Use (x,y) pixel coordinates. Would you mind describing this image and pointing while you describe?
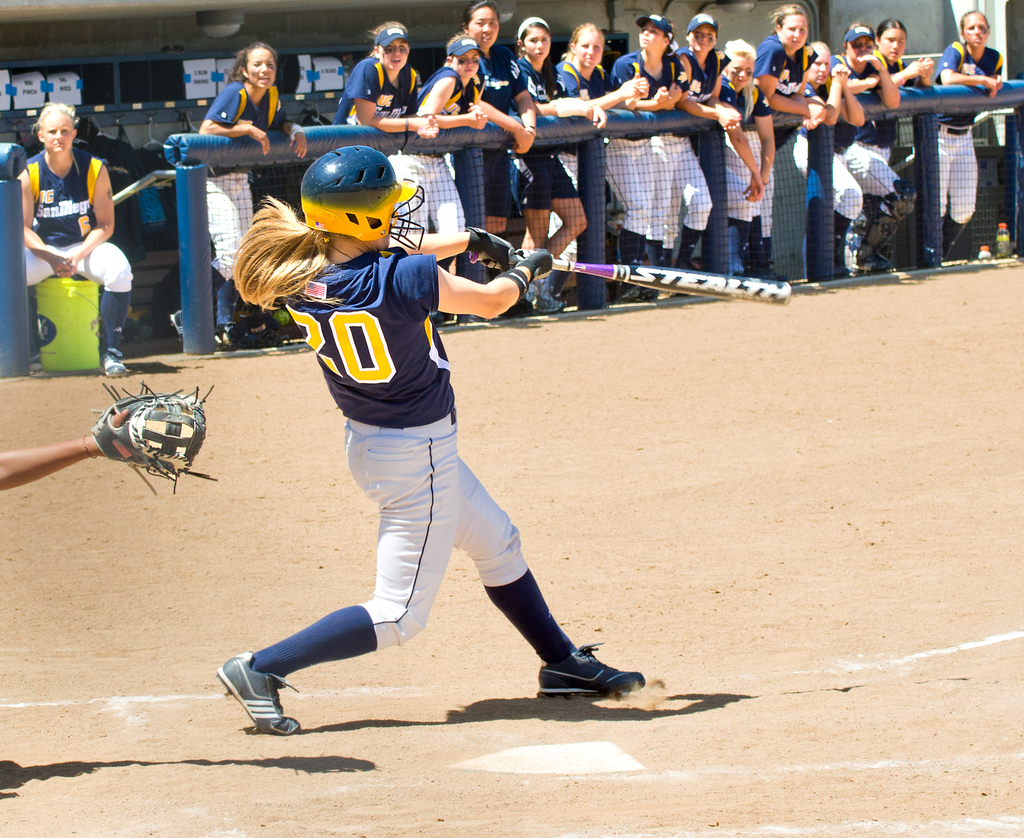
Here we can see a person (406,515) holding a bat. In the background (283,328) we can see group of people (397,45), mesh (938,173), and posters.
